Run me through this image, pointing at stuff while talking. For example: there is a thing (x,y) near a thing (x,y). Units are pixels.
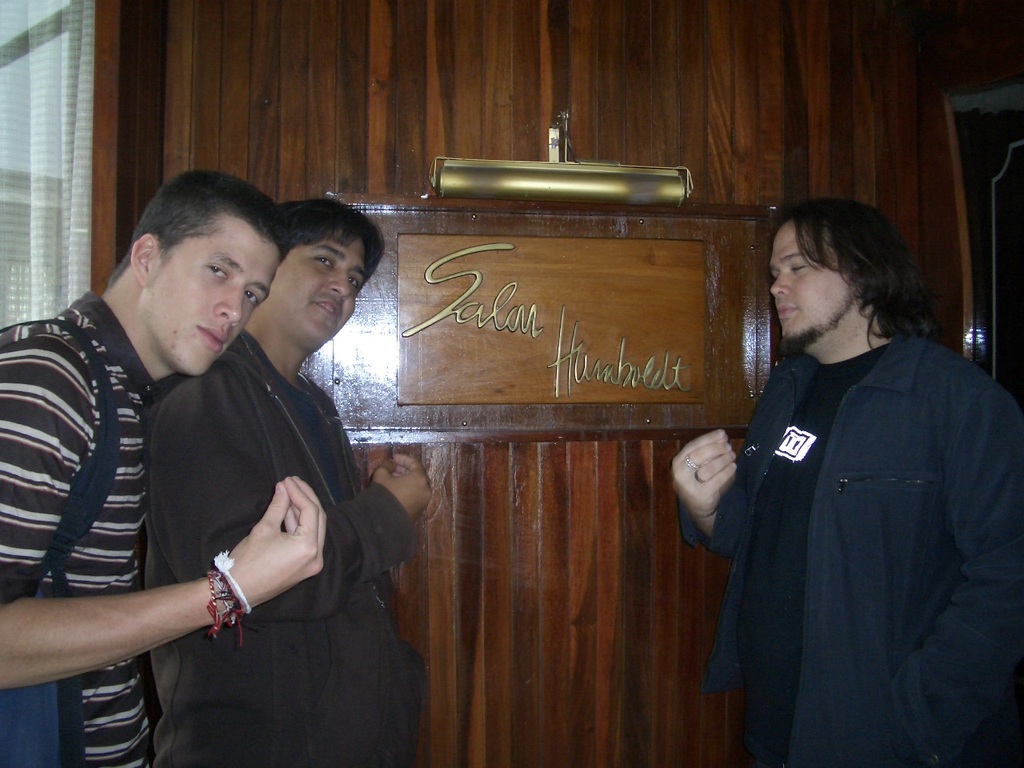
In the foreground of this image (294,565), there are three men (264,495) standing and a man (135,702) on the left (79,640) is wearing a bag (46,728). In the background (54,131), there is a curtain (28,114) and a wooden like an object (541,33) and a name (560,344) on it.
